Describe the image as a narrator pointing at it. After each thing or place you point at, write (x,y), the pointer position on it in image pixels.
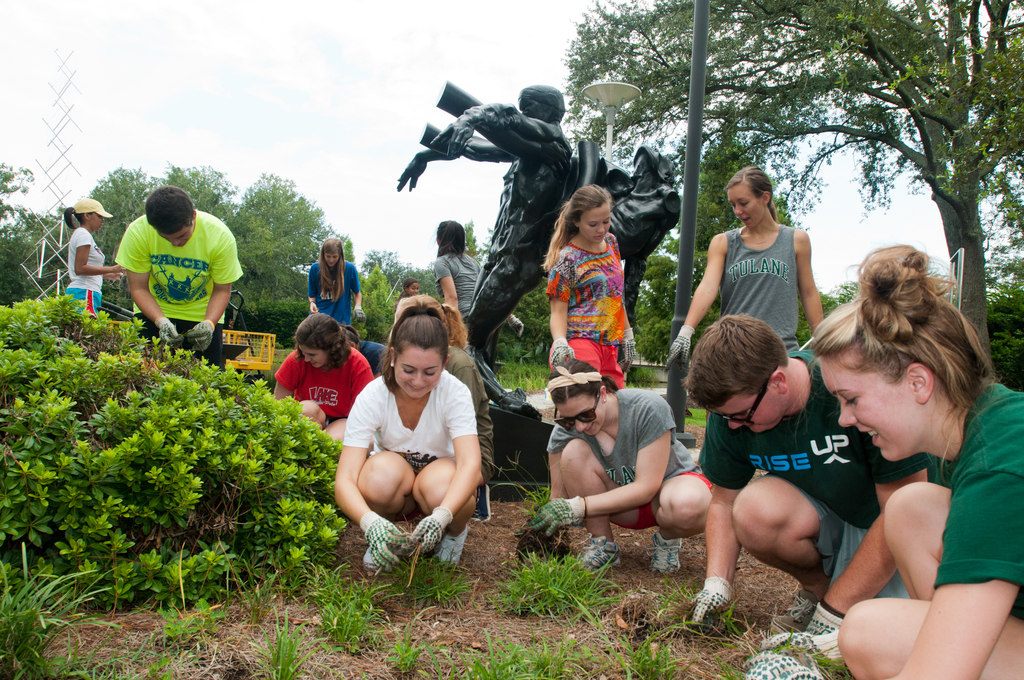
In this image there are many people (604,373) they all are gardening. In the foreground (461,409) there are four people (948,523), they are plucking grass (430,567). Here there is a statue (546,148). In the background (50,161) there are trees (707,104), tower (58,144). The sky (150,109) is cloudy.
